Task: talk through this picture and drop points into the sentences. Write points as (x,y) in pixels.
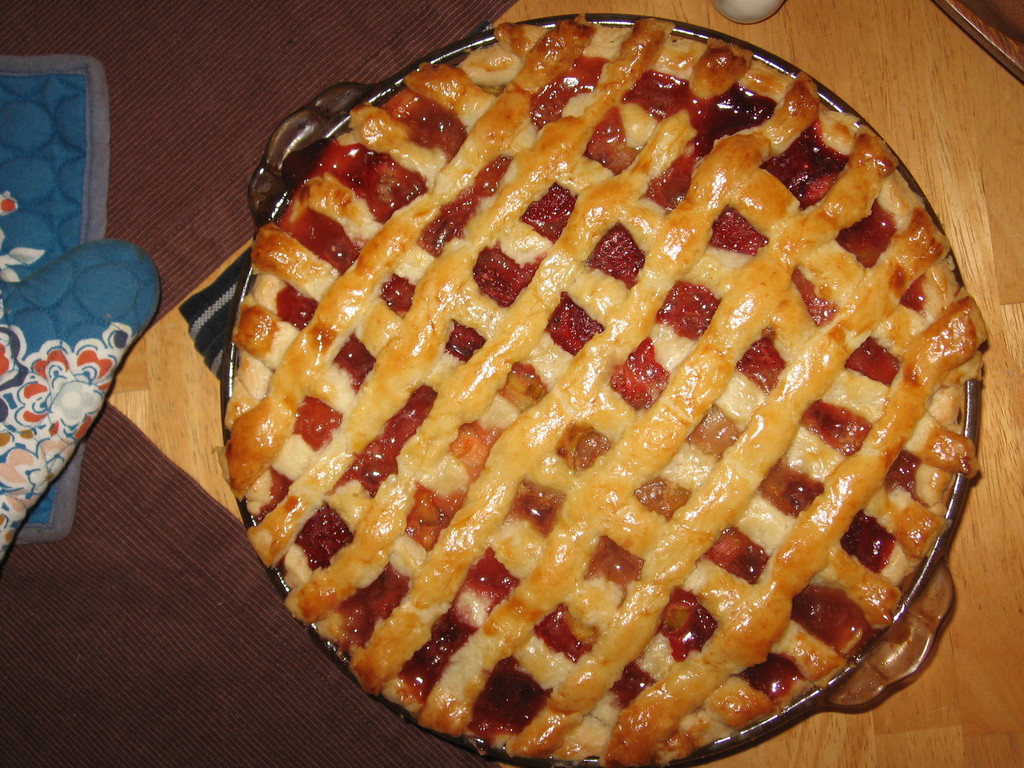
In this image there is a table (128,609), on that table (199,381) there is a plate (335,97), in that plate (343,86) there is a pie (295,250).
